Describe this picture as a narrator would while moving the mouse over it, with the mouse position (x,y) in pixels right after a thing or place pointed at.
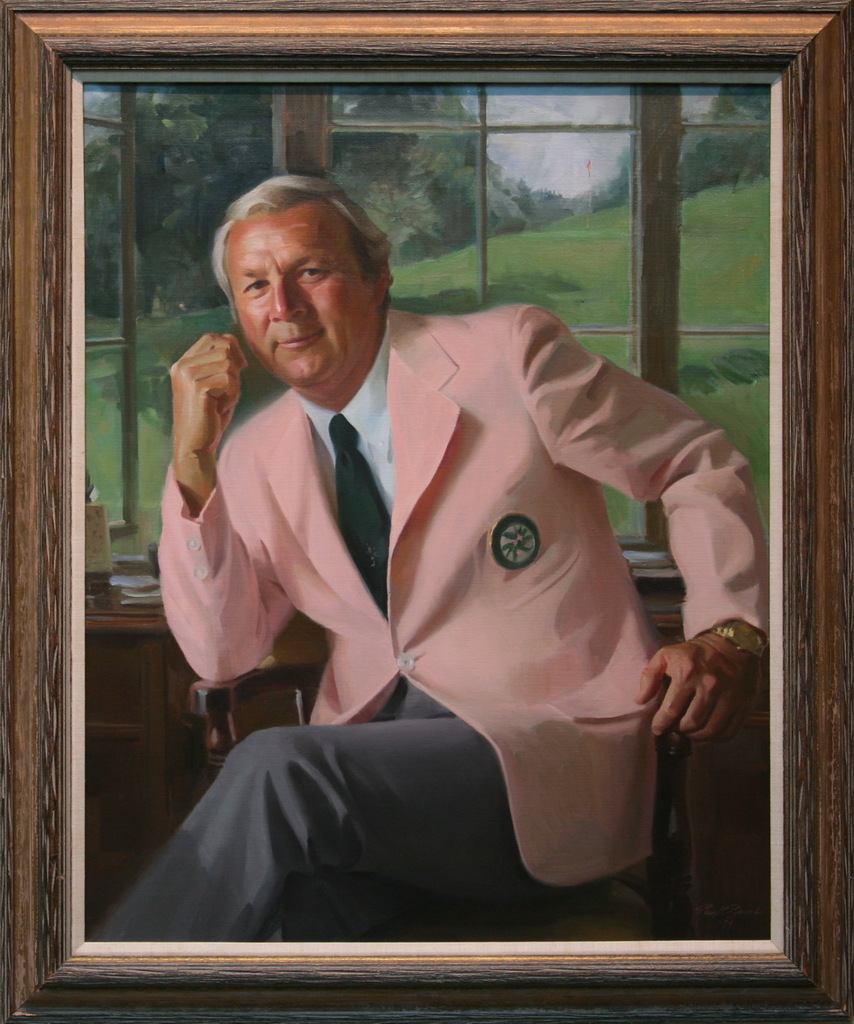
This picture shows a photo frame (634,53) where a man (453,645) seated on the chair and he wore a pink colour coat (399,571) and we see few trees (453,115) and grass (609,284) from the window (88,225) and we see a pen stand (107,566) and few papers (120,585) on the table (114,599).
